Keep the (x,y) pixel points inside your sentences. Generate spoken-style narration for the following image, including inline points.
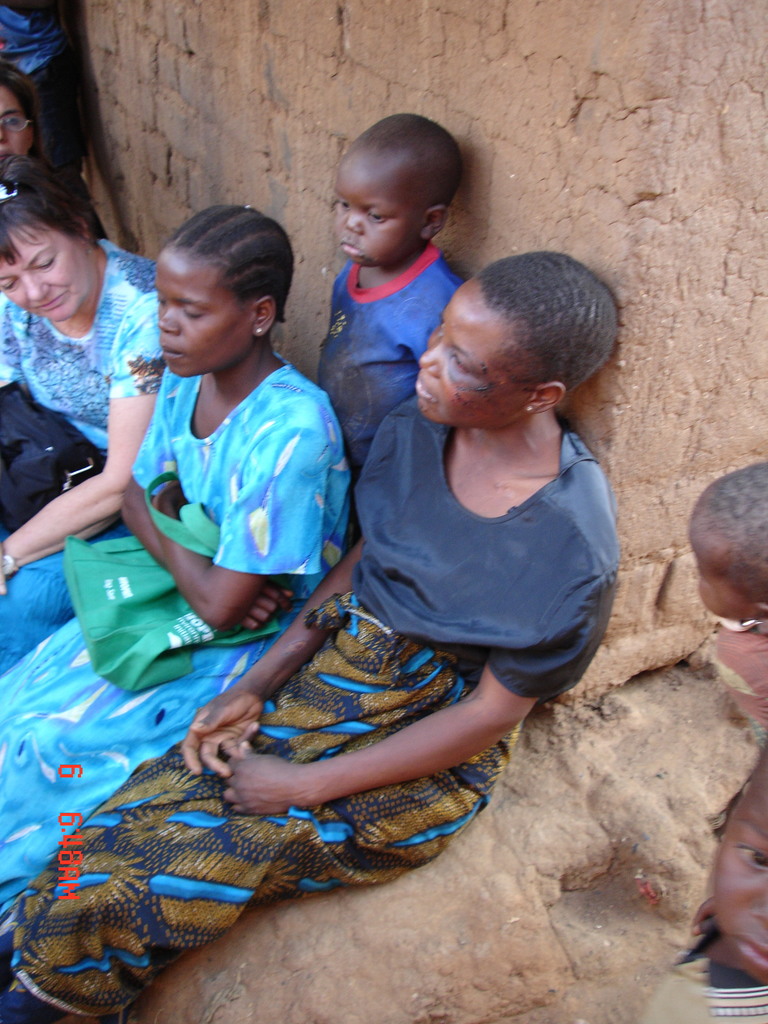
In this image we can see women (200,254) and children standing and sitting on the ground (397,896).
